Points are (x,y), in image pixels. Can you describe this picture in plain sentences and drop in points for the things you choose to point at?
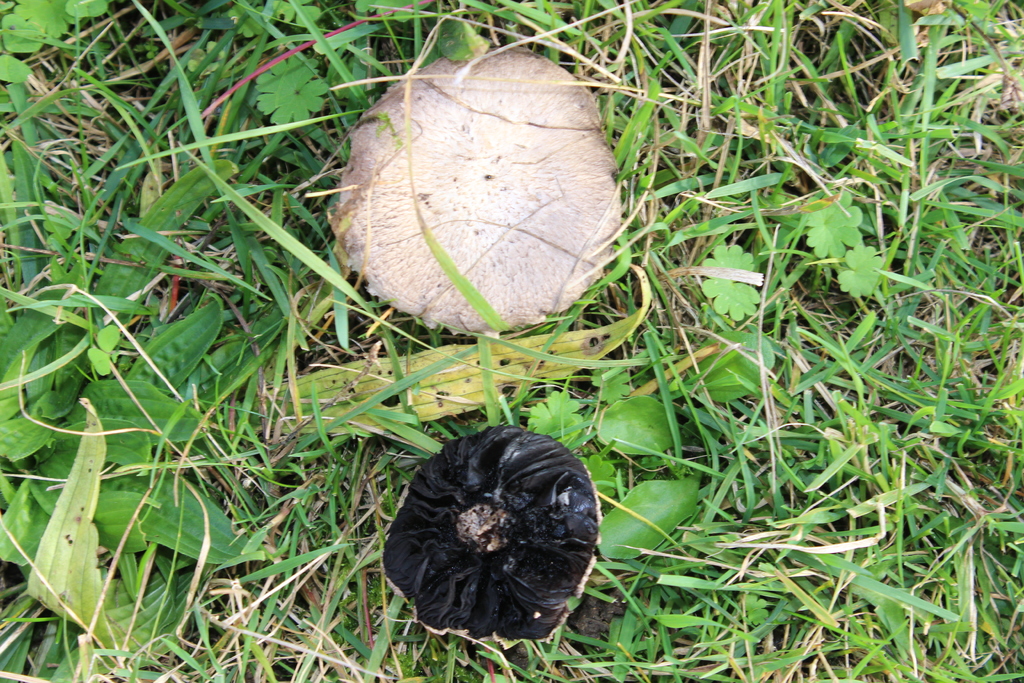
In this image we can see mushrooms (470,525), grass (291,425) and the plants (110,463).
